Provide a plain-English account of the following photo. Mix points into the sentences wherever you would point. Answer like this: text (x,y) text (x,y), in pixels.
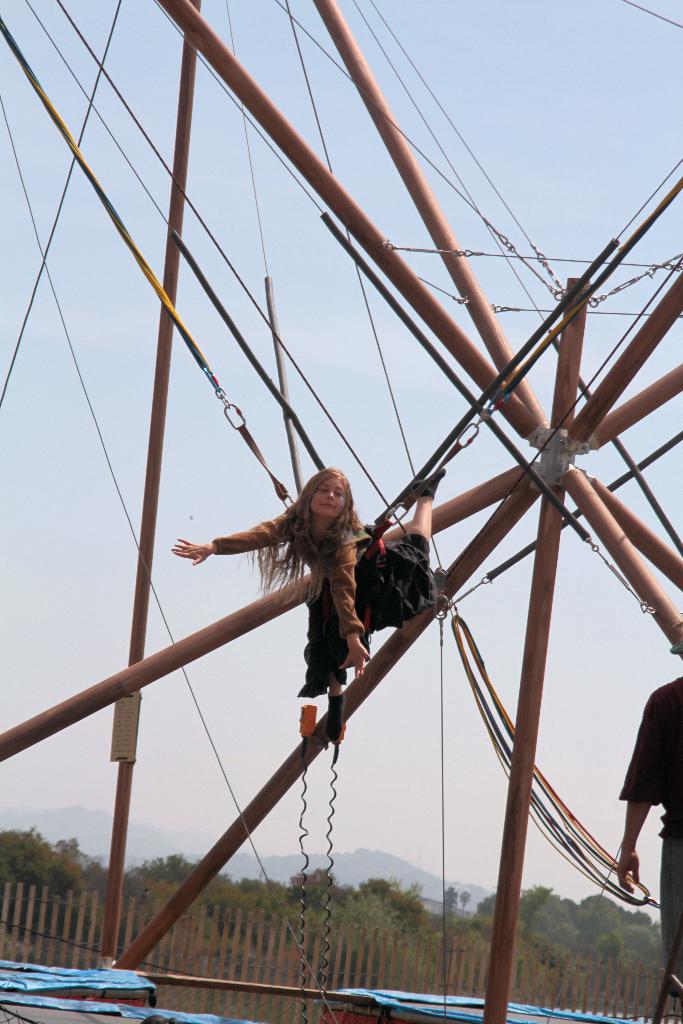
In this image there is a metal structure (538,721) and there is a girl (309,554) hanging with the helps of ropes (653,223). On the bottom right side of the image (655,770) there is a person (666,765) standing. In the background of the image (343,952) there is a railing (609,978), trees (274,895), mountains (274,871) and the sky (171,715).
